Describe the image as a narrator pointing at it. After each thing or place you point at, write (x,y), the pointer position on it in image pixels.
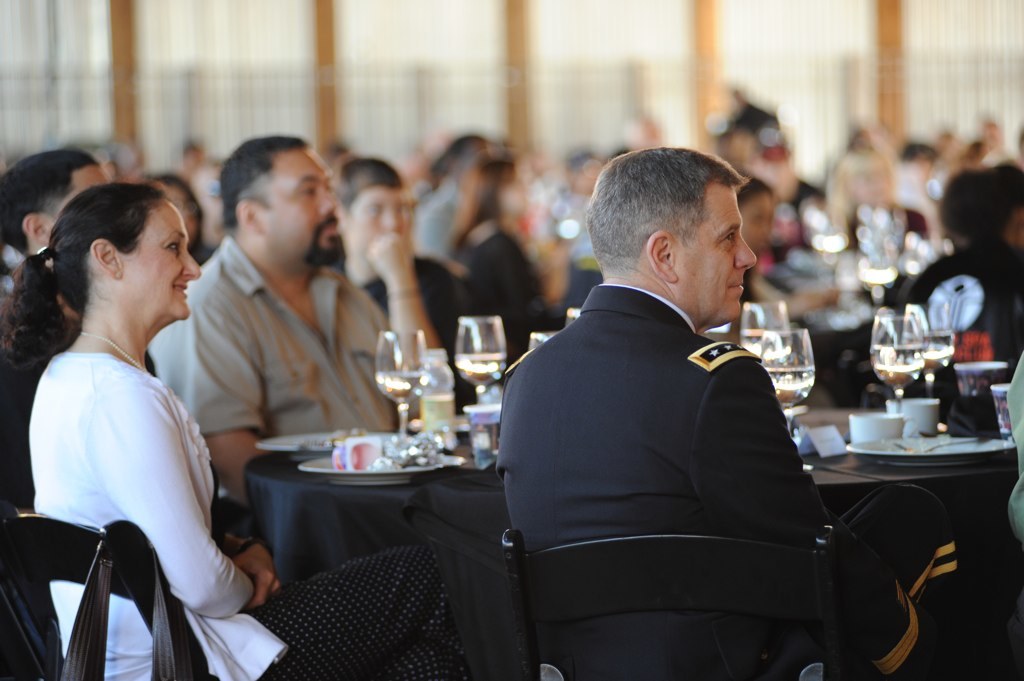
In this image I can see number of persons (245,286) are sitting on chairs (531,605) which are black in color in front of the tables (492,563). I can see black colored clothes (430,498) on the table (382,468), few glasses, few cups (900,428), few plates (350,477) and few other objects (445,360). I can see the blurry background (410,89) which is cream and brown in color.
